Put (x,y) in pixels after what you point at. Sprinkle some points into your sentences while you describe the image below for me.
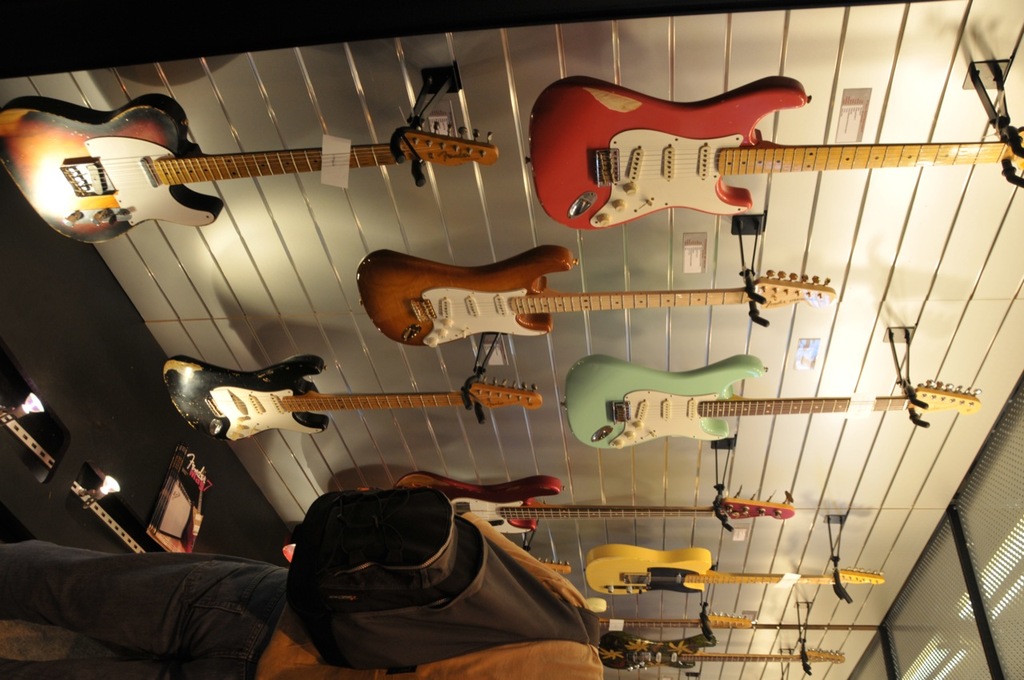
In the image we can see one man (543,657) standing and holding backpack (417,619). in the background (598,198) there is a number of guitars (636,174) on the wall (579,356).
